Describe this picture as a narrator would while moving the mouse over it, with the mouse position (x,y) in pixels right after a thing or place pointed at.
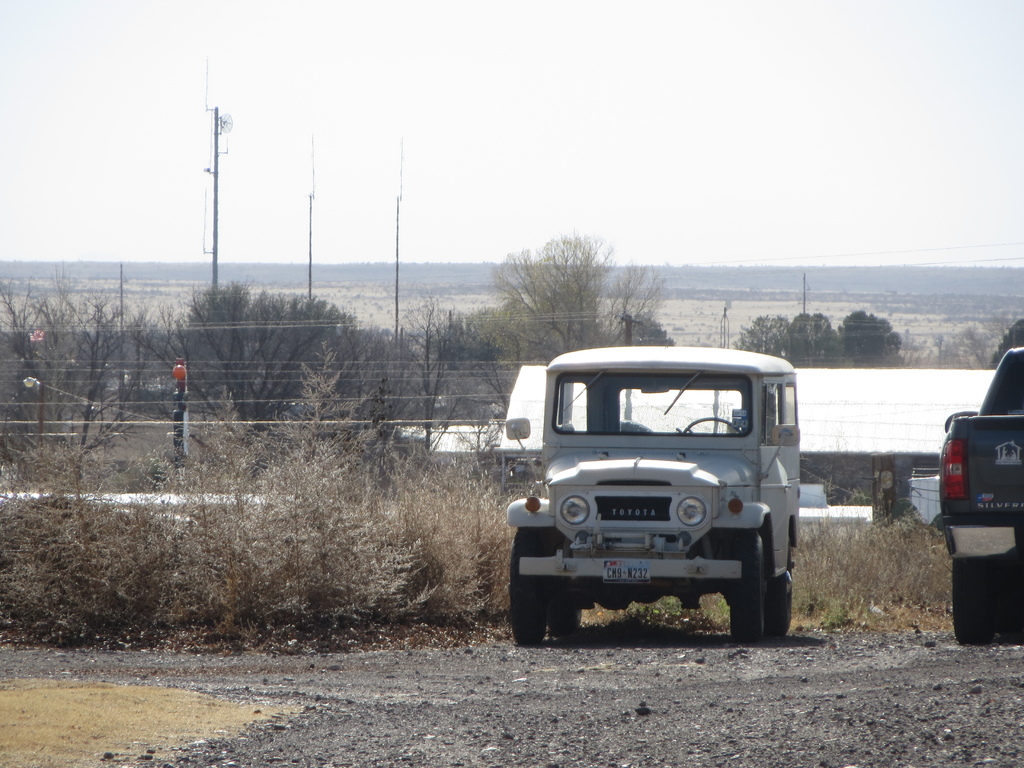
In this image I can see in the middle (608,472) there is the jeep (747,531) in white color, on the right side (950,440) there is another vehicle (973,539), in the middle (482,377) there are trees (385,361). At the top (515,85) it is the sky (590,109).
